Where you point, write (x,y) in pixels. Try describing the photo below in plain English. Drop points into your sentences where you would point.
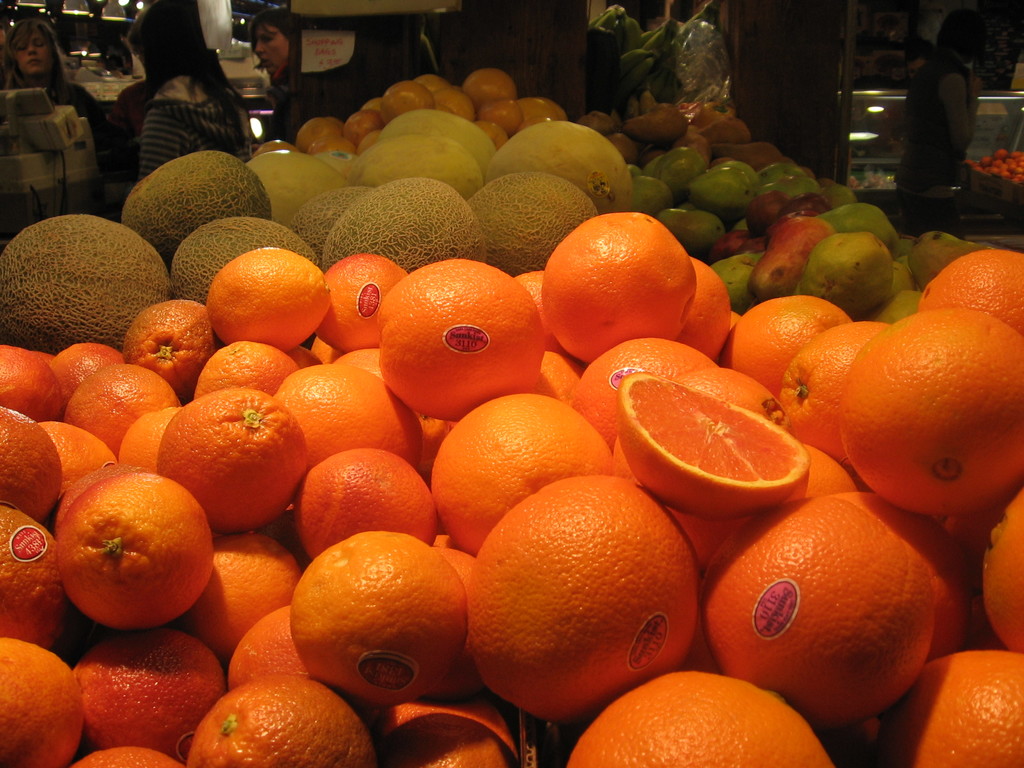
In the center of the image (365,463) we can see different types of fruits (517,512) and vegetables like oranges (410,111), melons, pears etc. In the background (77,91) there is a wall (307,88), one machine (41,114), lights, notes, baskets (1005,184), glass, vegetables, few people (167,89) are standing and few other objects (981,175).
